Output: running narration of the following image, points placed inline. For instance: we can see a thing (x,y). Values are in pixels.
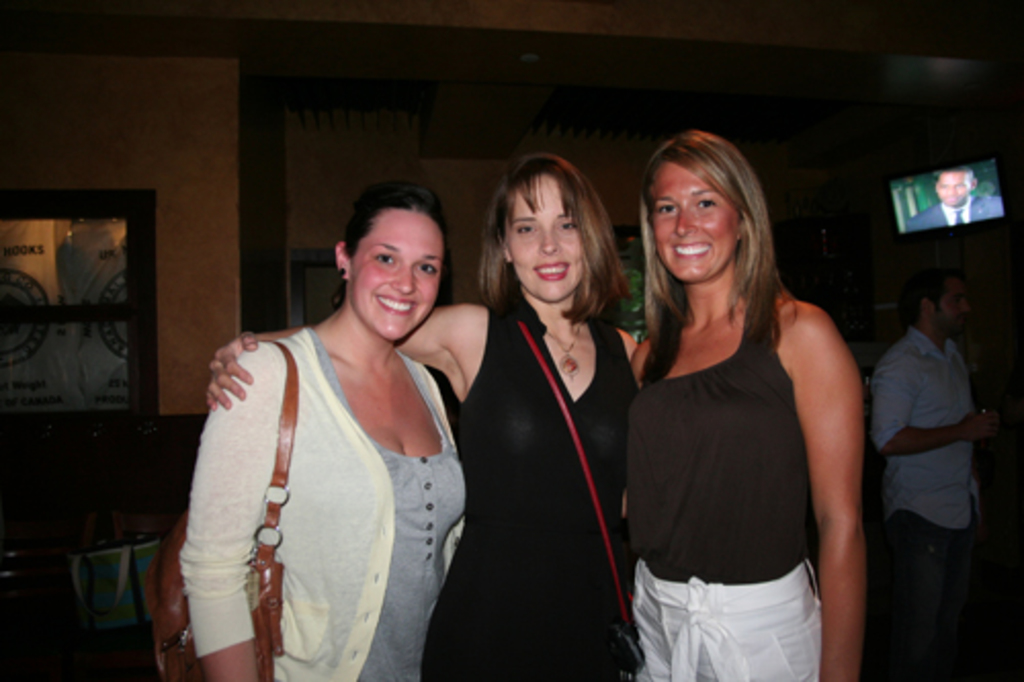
In this image we can see three women (509,411) are smiling. One woman (734,454) is wearing black top (759,502) with white pant (709,638). The other woman (549,444) is wearing black color dress (563,524) and carrying bag (621,653). Third woman (342,518) is wearing grey color top (429,533) with white shrug (345,537) and holding brown color bag (275,579). Background of the image (929,348) wall (159,139), one person (915,341) is there and monitor screen (952,205) is attached to the wall (117,173).
